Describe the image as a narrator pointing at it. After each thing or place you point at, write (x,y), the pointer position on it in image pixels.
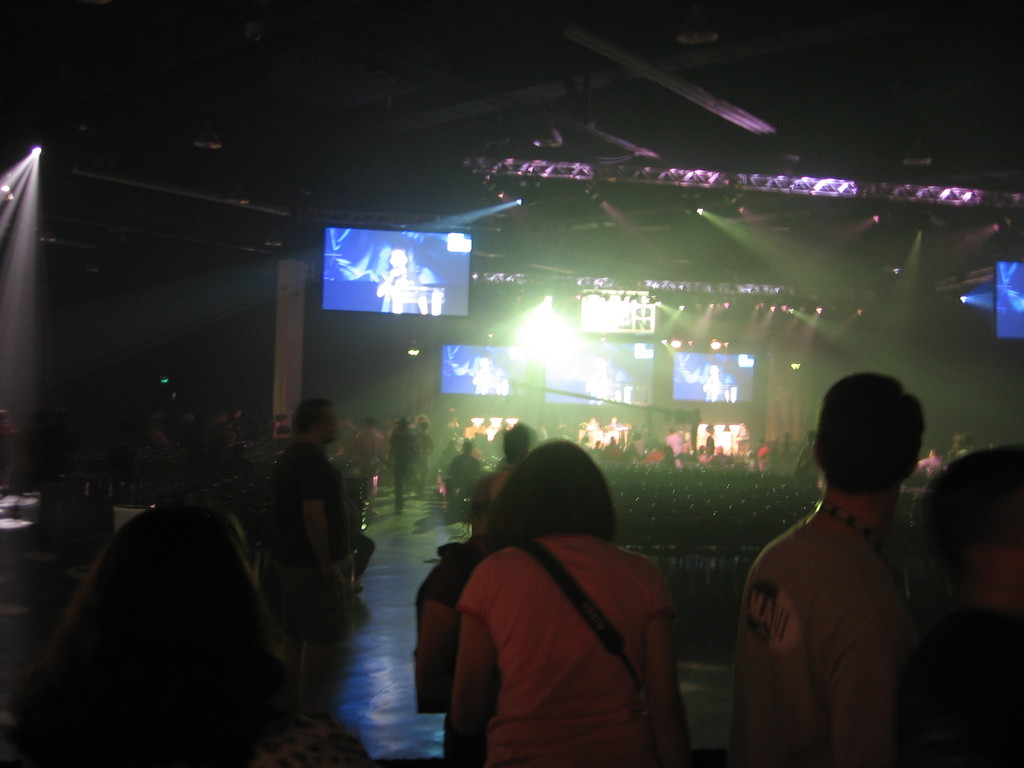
In the foreground of the image (442,565) we can see some people (895,697) are standing. In the middle of the image (367,261) we can see screens (521,367) and some crowd (678,437). On the top of the image (593,157) we can see iron rod (531,172) and darkness (277,113).
